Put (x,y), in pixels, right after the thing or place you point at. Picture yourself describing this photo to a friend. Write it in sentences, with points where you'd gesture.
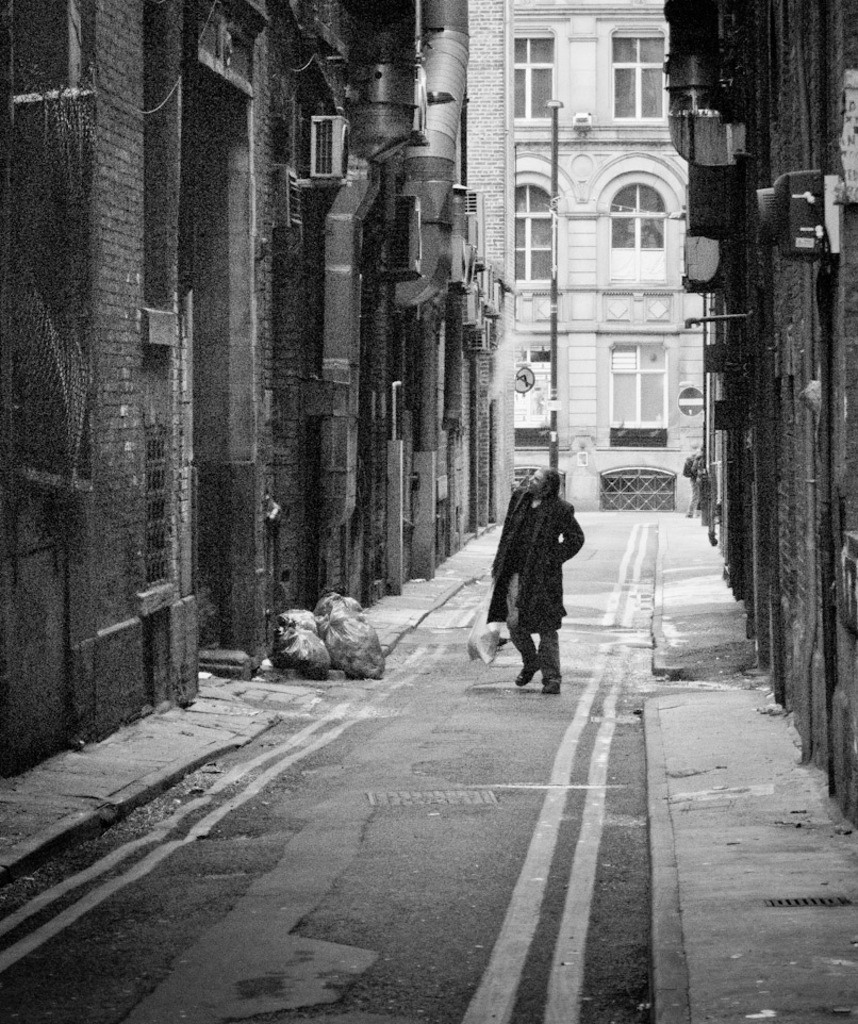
This is a black and white image and here we can see buildings (657,382), poles (709,421) and a board (690,407). At the bottom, there are bags (339,600) and we can see a person (530,600) on the road (418,896) holding a bag (480,659).
